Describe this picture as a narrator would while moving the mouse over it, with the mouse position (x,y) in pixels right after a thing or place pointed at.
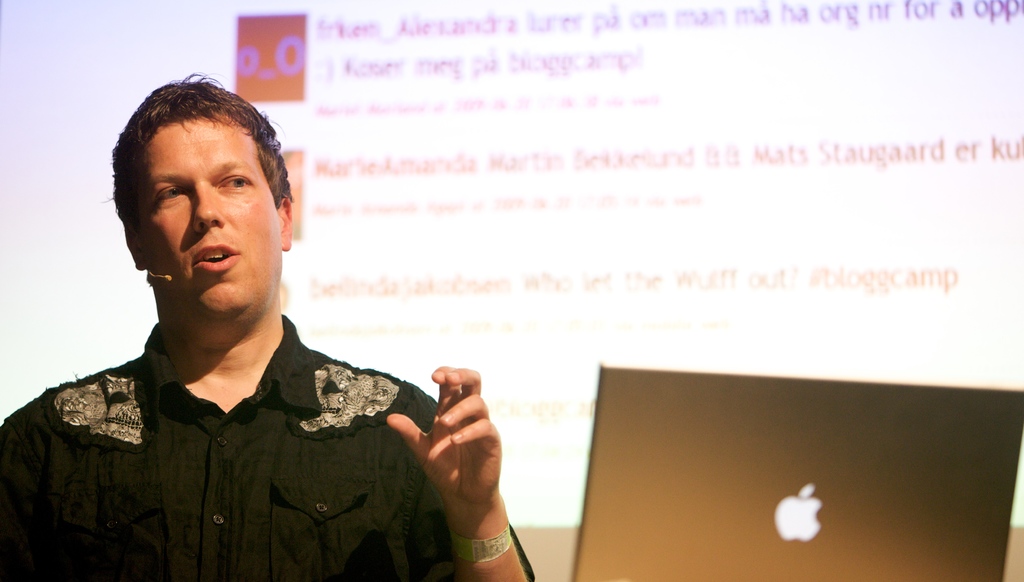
In this image there is a man (215,449) on the left (265,480) who is having a mic (167,278) to his ear (131,252). In front of him there is a laptop (792,483). In the background (722,163) there is a screen (592,136) on which there is some text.
